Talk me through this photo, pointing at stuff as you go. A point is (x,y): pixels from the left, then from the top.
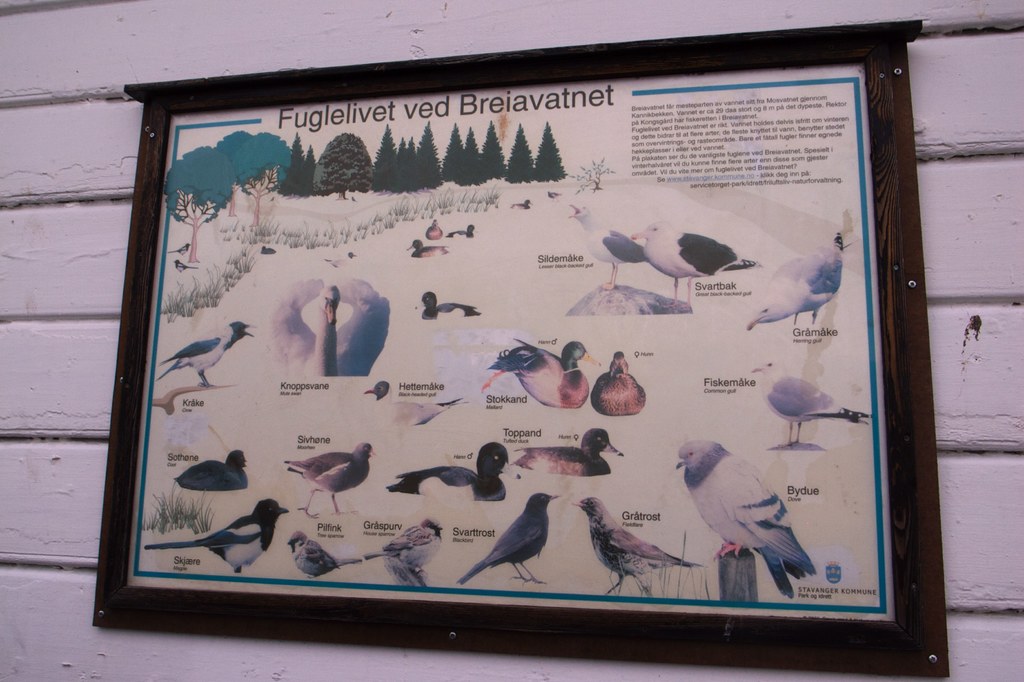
In this image we can see a frame (873,350) placed on the wall (957,544).
